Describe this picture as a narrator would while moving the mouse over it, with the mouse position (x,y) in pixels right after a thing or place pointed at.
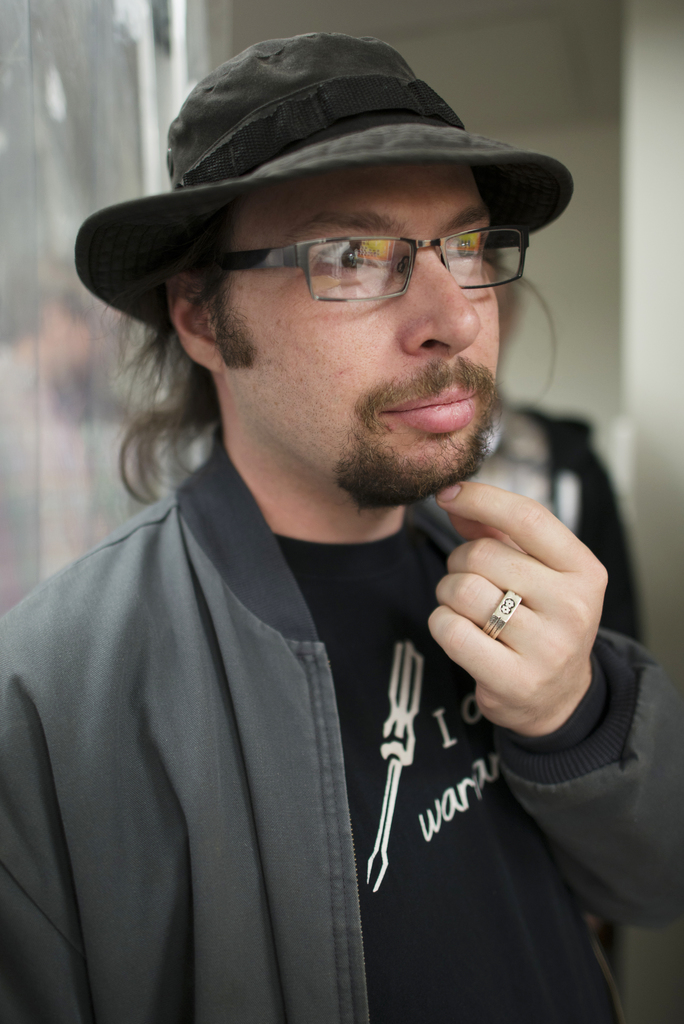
In this picture there is a man (435,433) in the center of the image (366,563) and there is another man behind him and there is a wall (643,425) in the background area of the image (643,370).
